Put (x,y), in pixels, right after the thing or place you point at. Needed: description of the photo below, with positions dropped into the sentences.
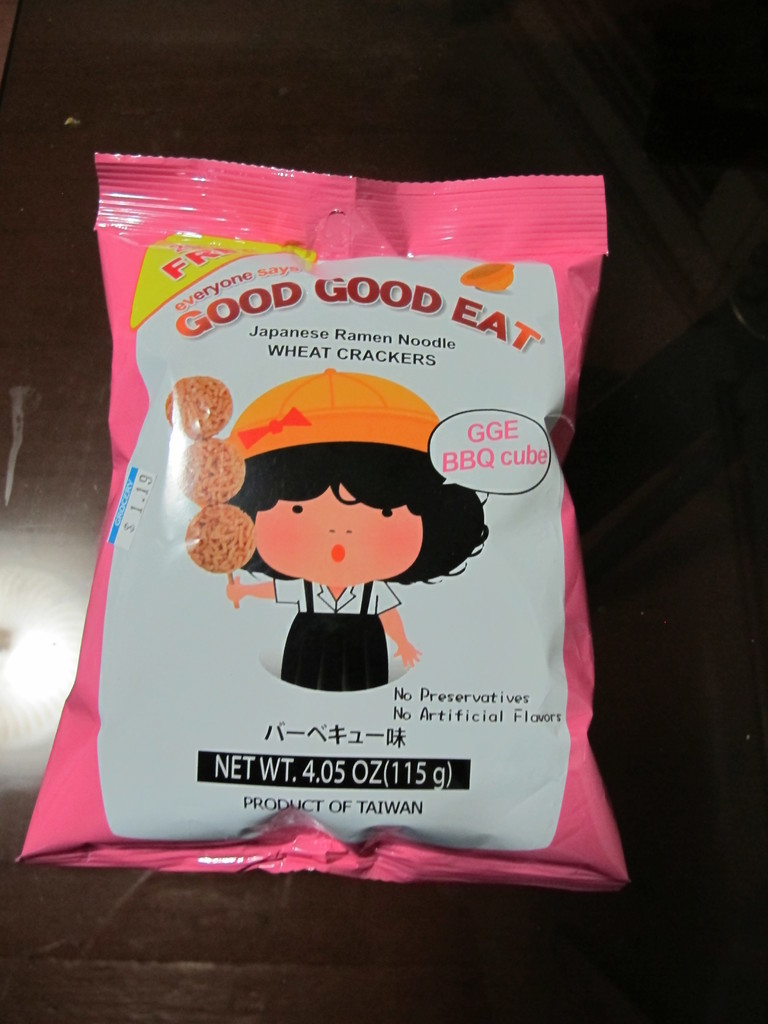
In this image, we can see a packet (367,586) is placed on the surface (357,139). On the packet (346,596), we can see some image (349,611), text (460,466), sticker (133,525).
